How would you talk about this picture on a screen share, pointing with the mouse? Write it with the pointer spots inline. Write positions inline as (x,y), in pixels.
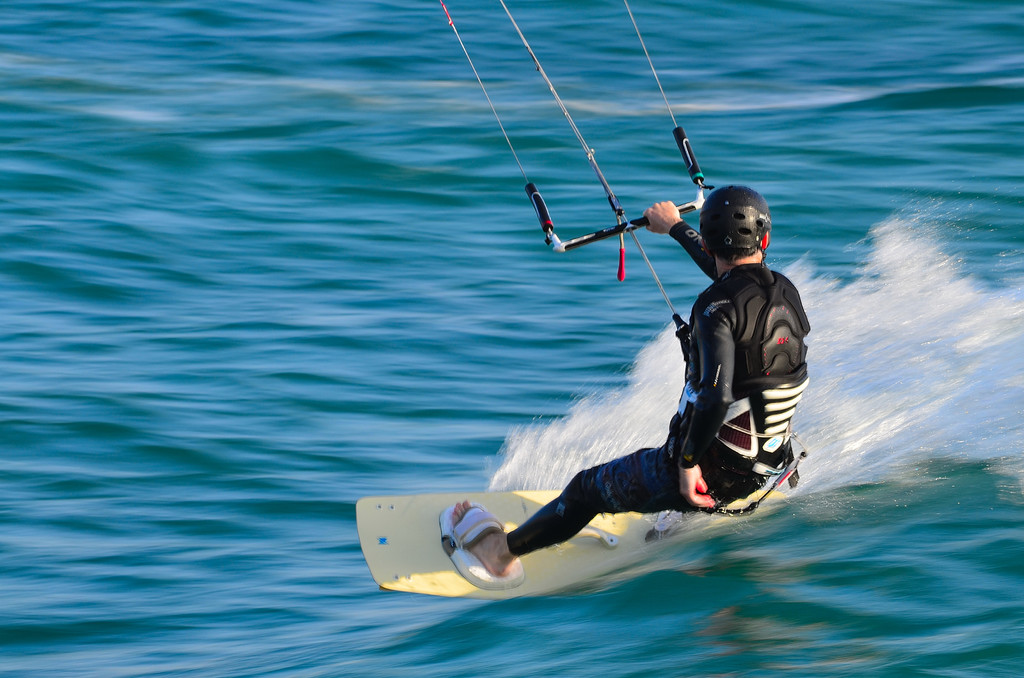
In the center of the image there is a person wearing a black color uniform (724,317) and surfing in water (518,603).
